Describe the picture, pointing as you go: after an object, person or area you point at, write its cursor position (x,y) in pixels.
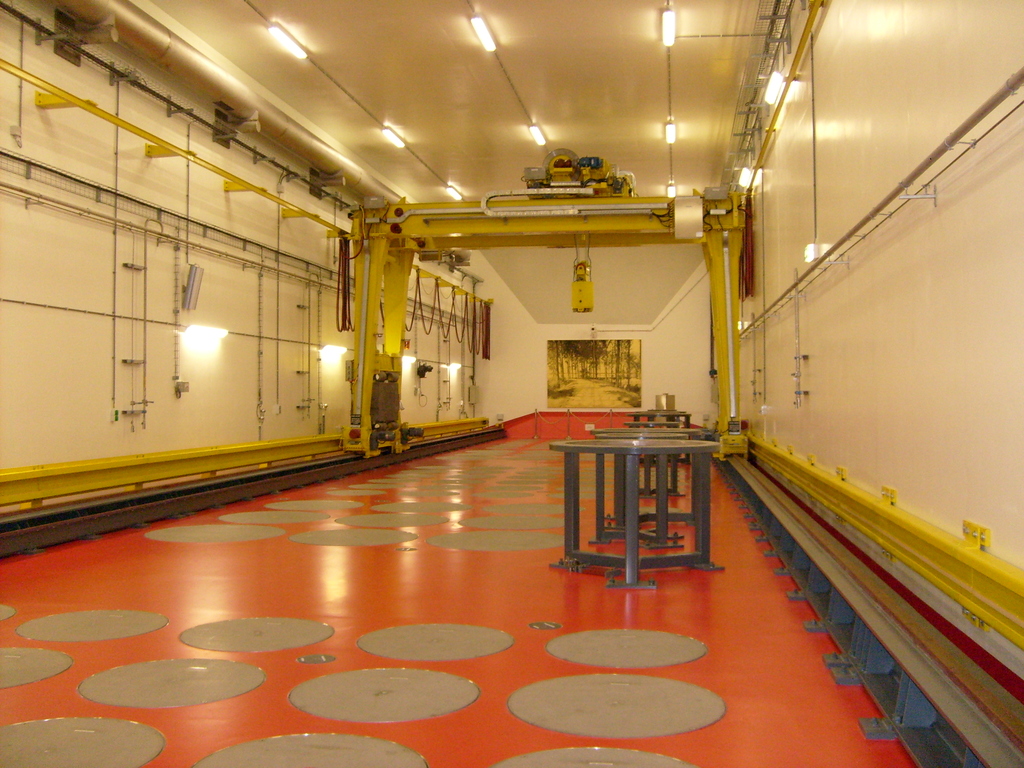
In this image on the right side (816,416) and left side (95,396) there is a wall (820,366) and some pipes (176,343) and lights (406,354), in the center (637,479) there are some tables (634,503). At the bottom (432,588) there is a floor (676,632), on the top (446,120) there is ceiling (562,125) and some lights (669,138). In the background (596,370) there is one screen (563,363).
